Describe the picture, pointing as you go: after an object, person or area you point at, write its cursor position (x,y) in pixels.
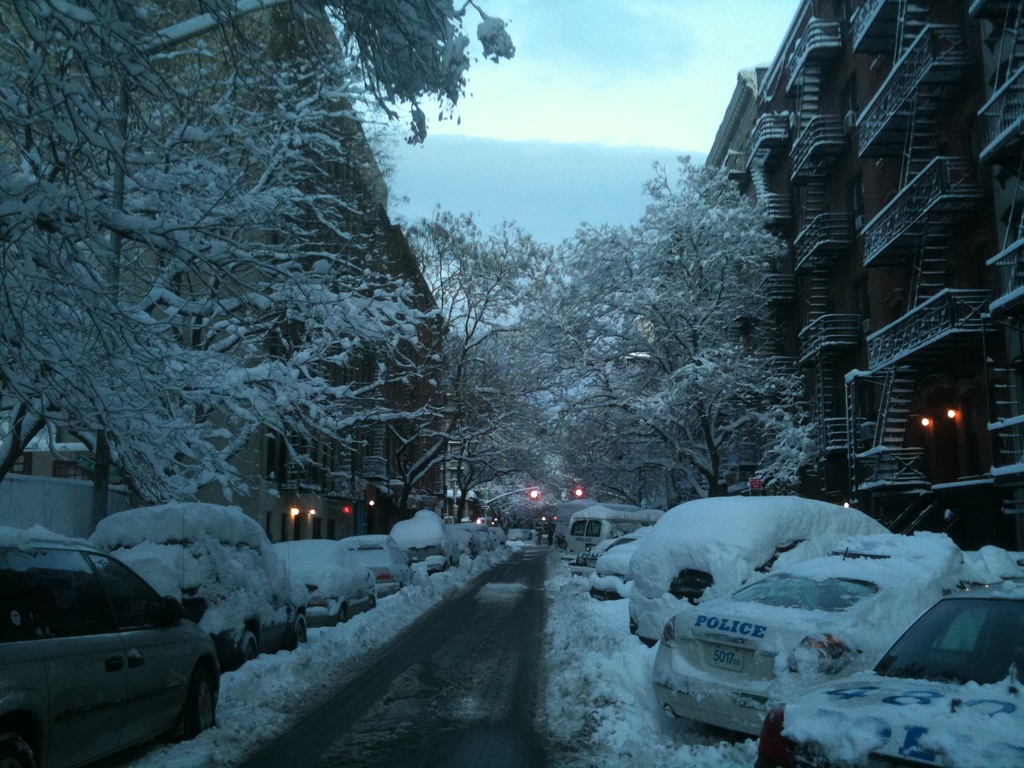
In the picture we can see a road (405,637) besides the road (306,752) we can see vehicles (391,586) are parked on the either sides and they are covered with snow (159,549) on it and we can also see some trees (99,382) which are also covered with snow (326,322) and we can see the buildings (980,168) with railings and steps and in the background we can see some trees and a part of the sky (561,24) with clouds (483,79).
